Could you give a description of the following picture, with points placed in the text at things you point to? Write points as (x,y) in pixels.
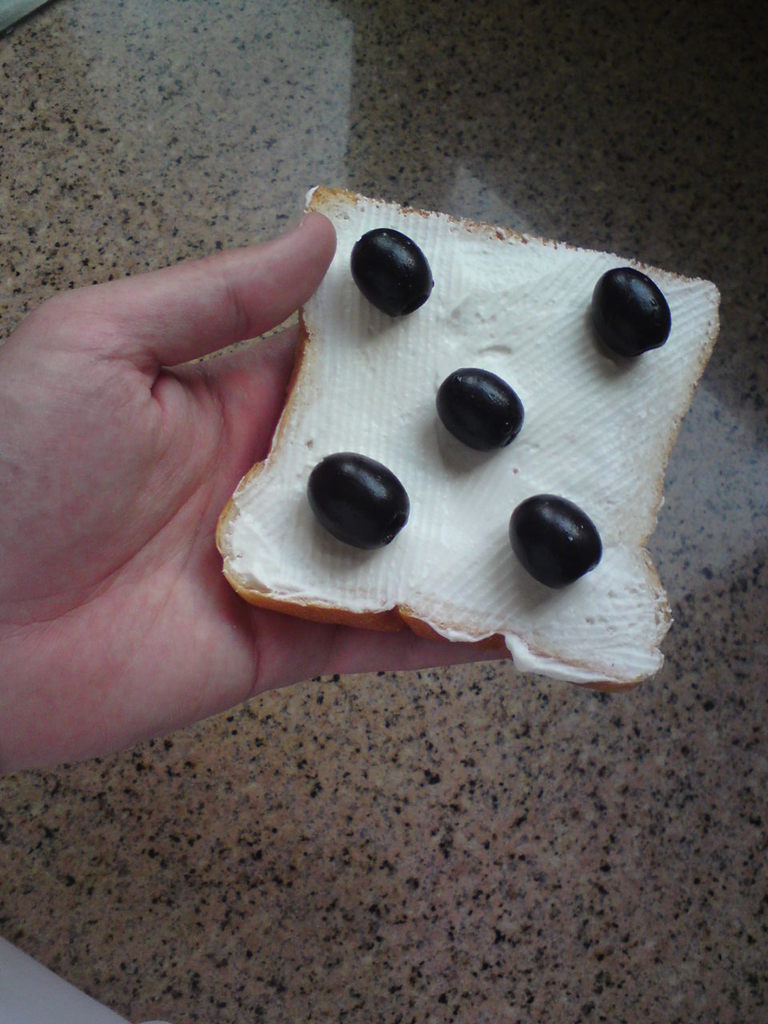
In the image a person (206,562) is holding a bread slice (527,563) and there is some cream (471,361) applied on the bread (503,317) and few olives (481,381) were kept upon the cream (423,345), in the background (273,65) there is a floor (311,20).
